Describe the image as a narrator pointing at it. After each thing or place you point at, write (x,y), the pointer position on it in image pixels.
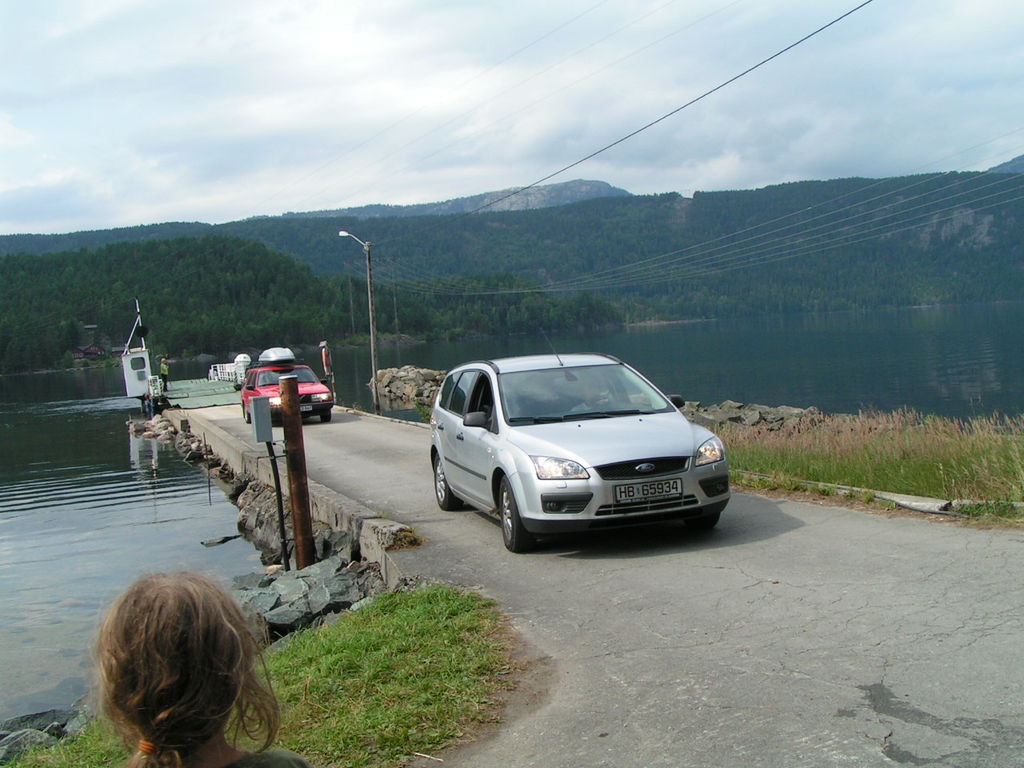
In this image we can see cars (272,372) on the road (511,576). At the bottom (232,696) there is a person (200,753) and we can see grass (878,482). In the background (382,244) there is water (128,574) and we can see hills (402,277), poles (369,255) and sky (467,123). There are wires (829,25).
